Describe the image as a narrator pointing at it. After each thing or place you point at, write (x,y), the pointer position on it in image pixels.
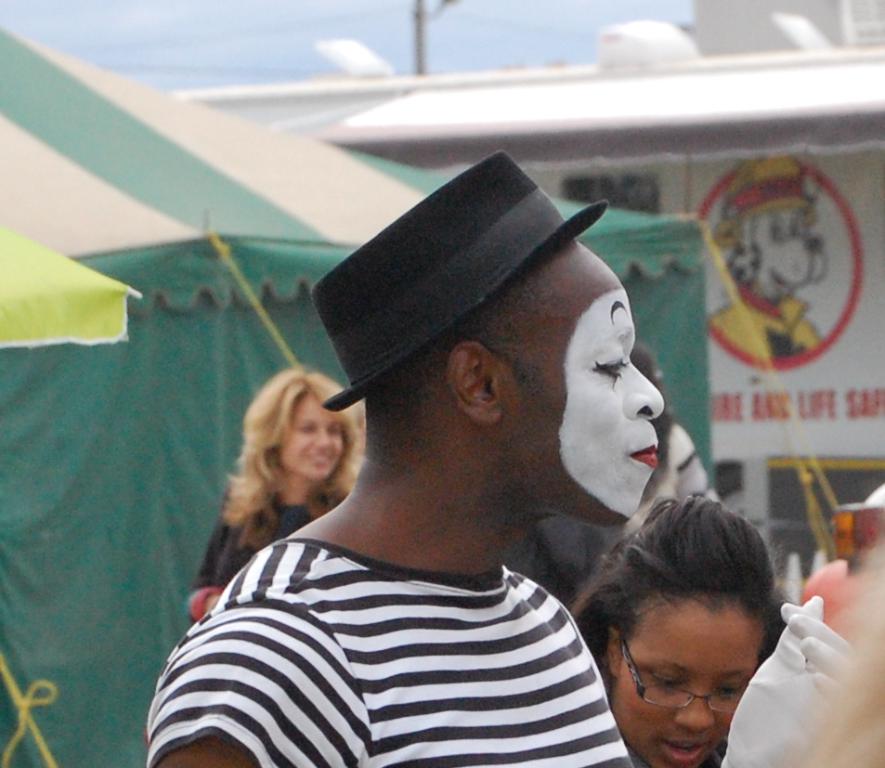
There are two people (497,470) and we can see painting (583,339) on his face (583,339). In the background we can see people (281,430), tent (109,143), poster (855,295), pole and sky (254,13).
